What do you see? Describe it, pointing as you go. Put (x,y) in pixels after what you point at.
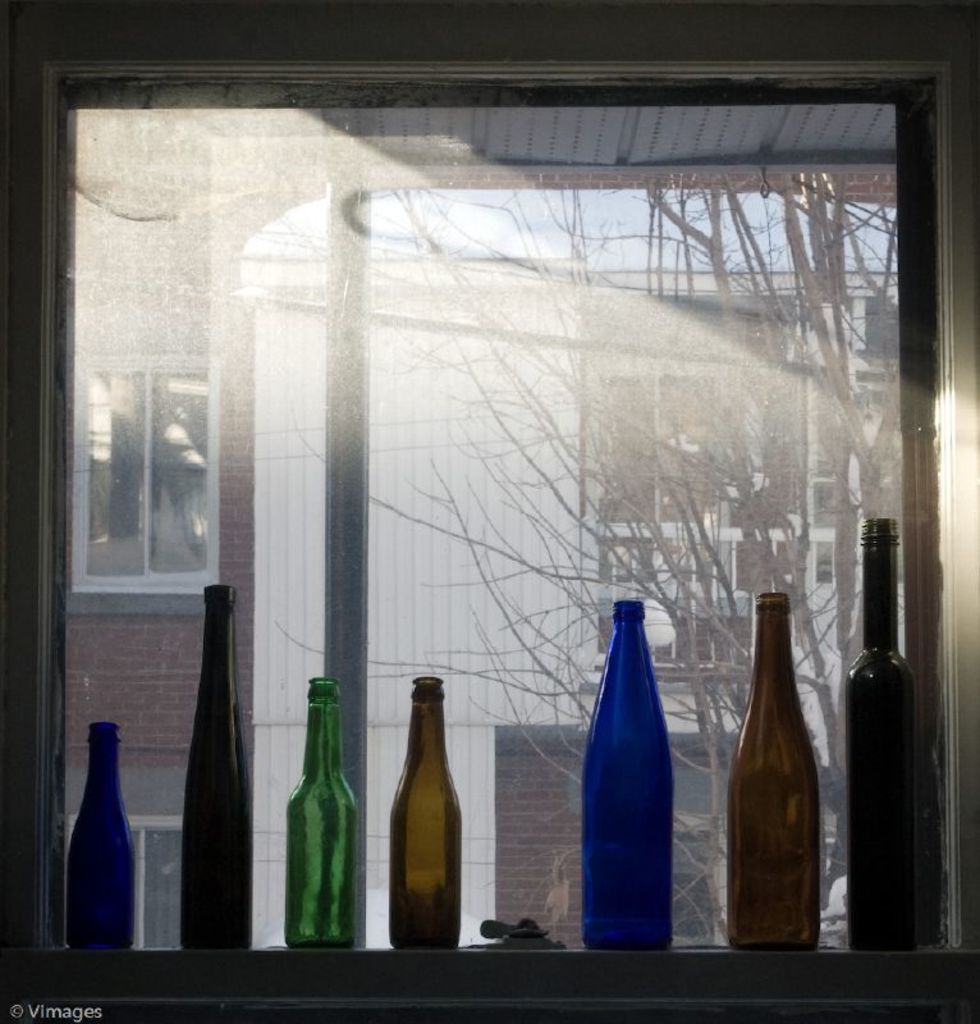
Near this window (17,554) there are bottles (776,862). From this window (431,614) we can able to see a building (594,530) and bare tree (692,487).
